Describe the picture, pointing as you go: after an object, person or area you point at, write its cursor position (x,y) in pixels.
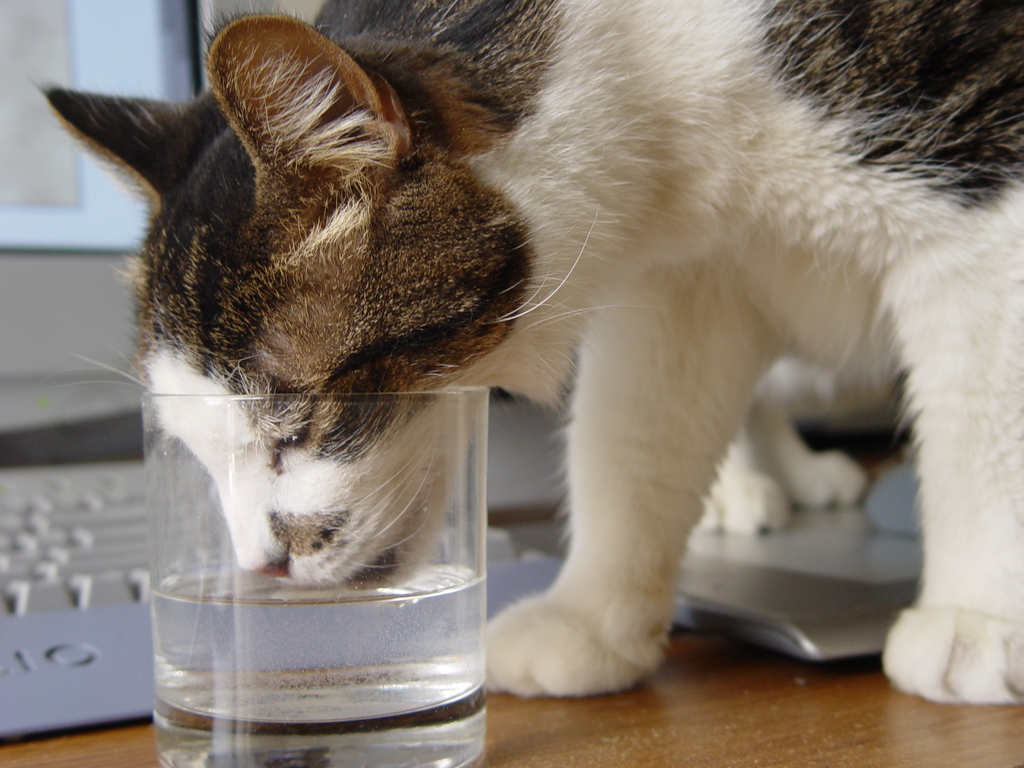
This is the picture of a cat (380,515) which is drinking the water (350,600) which are in the glass (288,608) and also we can see a laptop (41,635) to the side.
